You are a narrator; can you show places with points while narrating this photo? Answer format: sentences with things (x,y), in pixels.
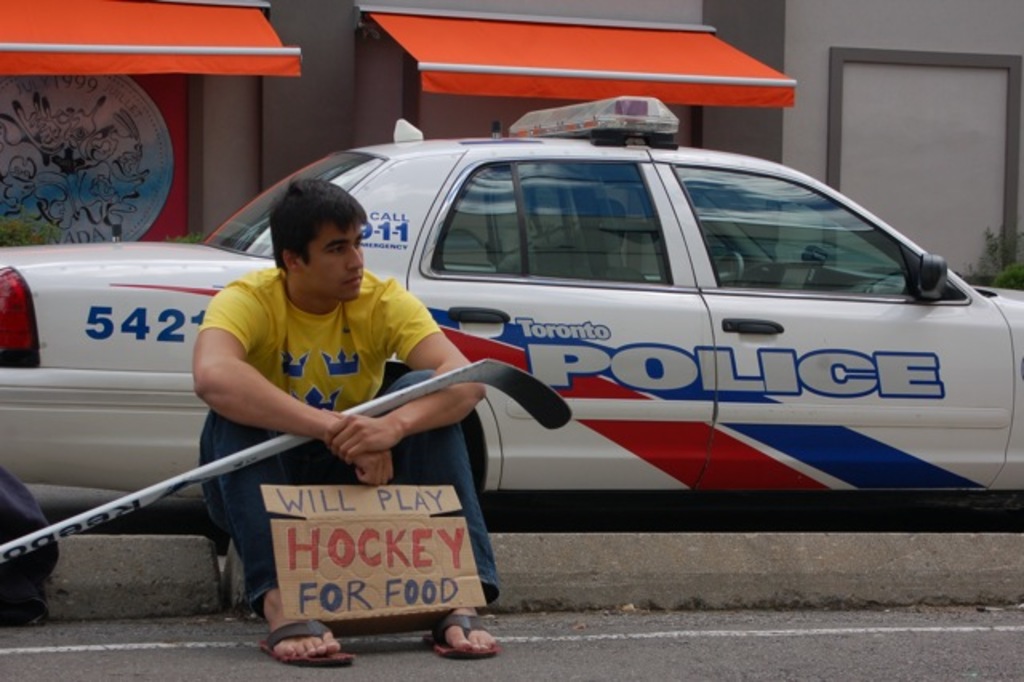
In this image in the center (656,252) there is one car (504,232) beside the car (600,357) there is one person (311,350) who is sitting and he is holding some placard (368,530) and a stick (541,410), and in the background (584,92) there is a building (496,106), tents (653,67) and some plants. At the bottom (688,622) there is a road (505,649).
